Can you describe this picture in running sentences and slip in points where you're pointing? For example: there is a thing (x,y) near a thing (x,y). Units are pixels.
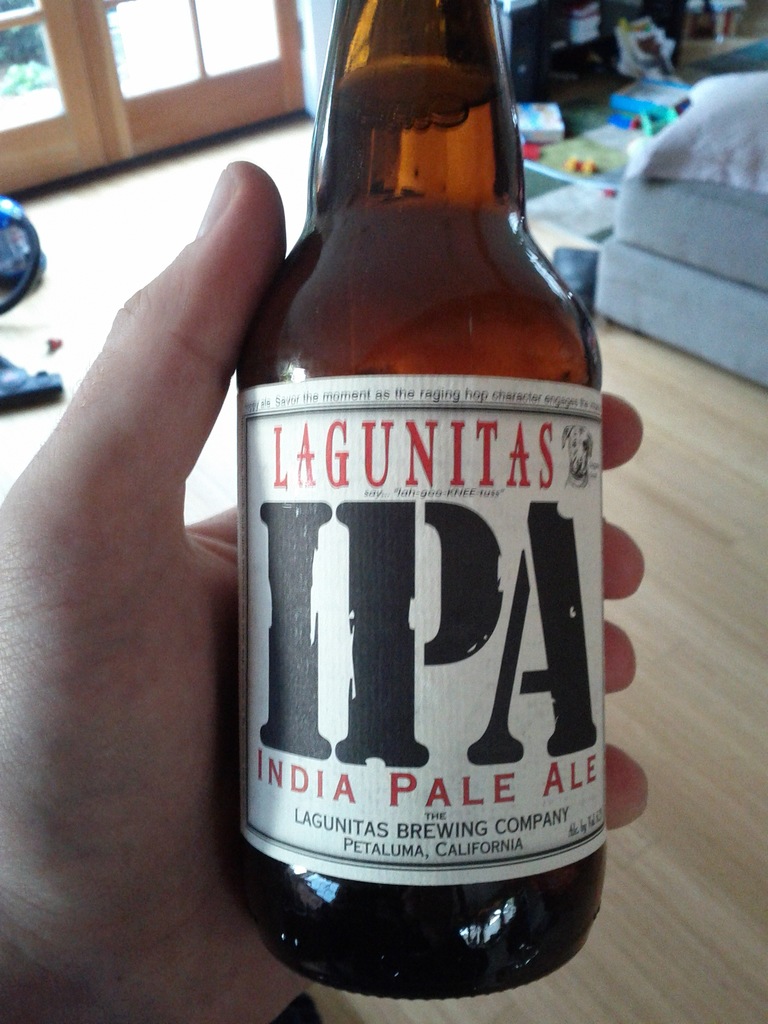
A bottle (369,415) is there on the hand (608,586). A sticker (522,639) is pasted on this bottle (477,650) and something is written over there. In the background (182,88) there is a door (158,85) and also some items (634,93) are kept on the background (634,93).
